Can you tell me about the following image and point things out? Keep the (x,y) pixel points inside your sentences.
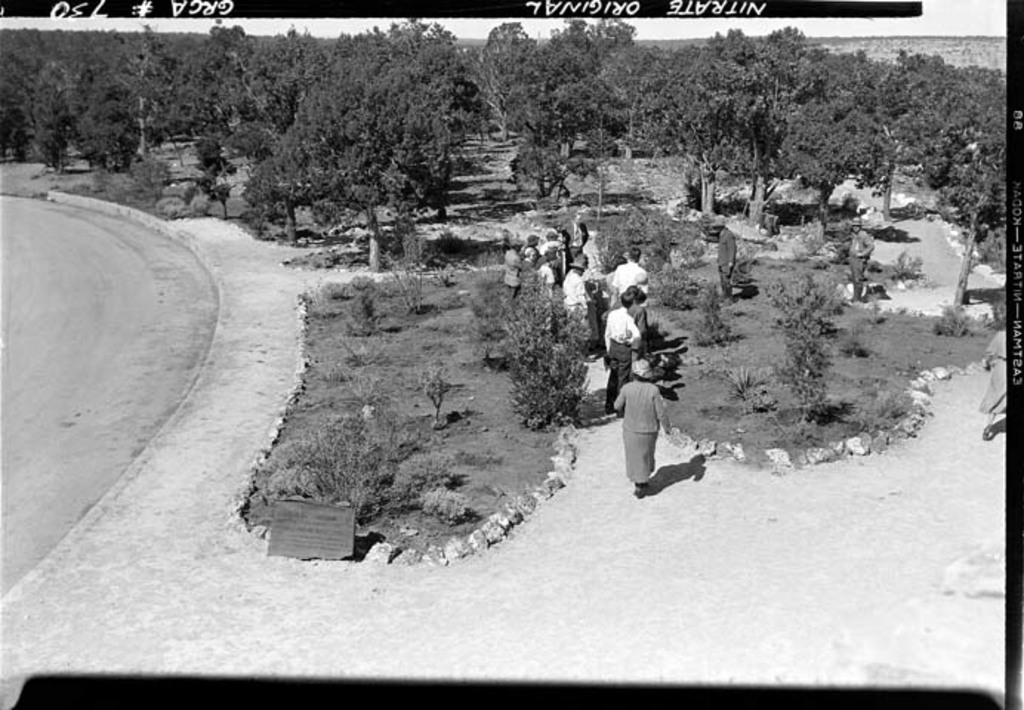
In this image we can see a black and white picture of a group of people (632,249) standing on the ground (556,509). In the background (630,30), we can see a group of trees (980,128) and the sky (980,25).
